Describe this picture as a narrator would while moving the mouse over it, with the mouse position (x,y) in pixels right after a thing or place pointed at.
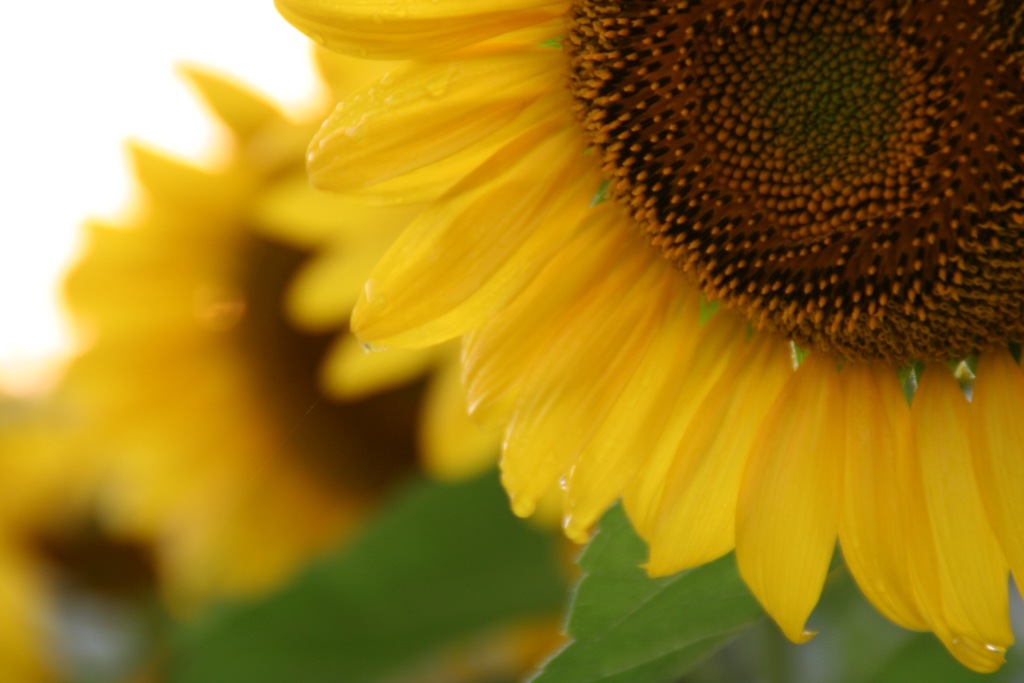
In this image there are flowers (378,415).
